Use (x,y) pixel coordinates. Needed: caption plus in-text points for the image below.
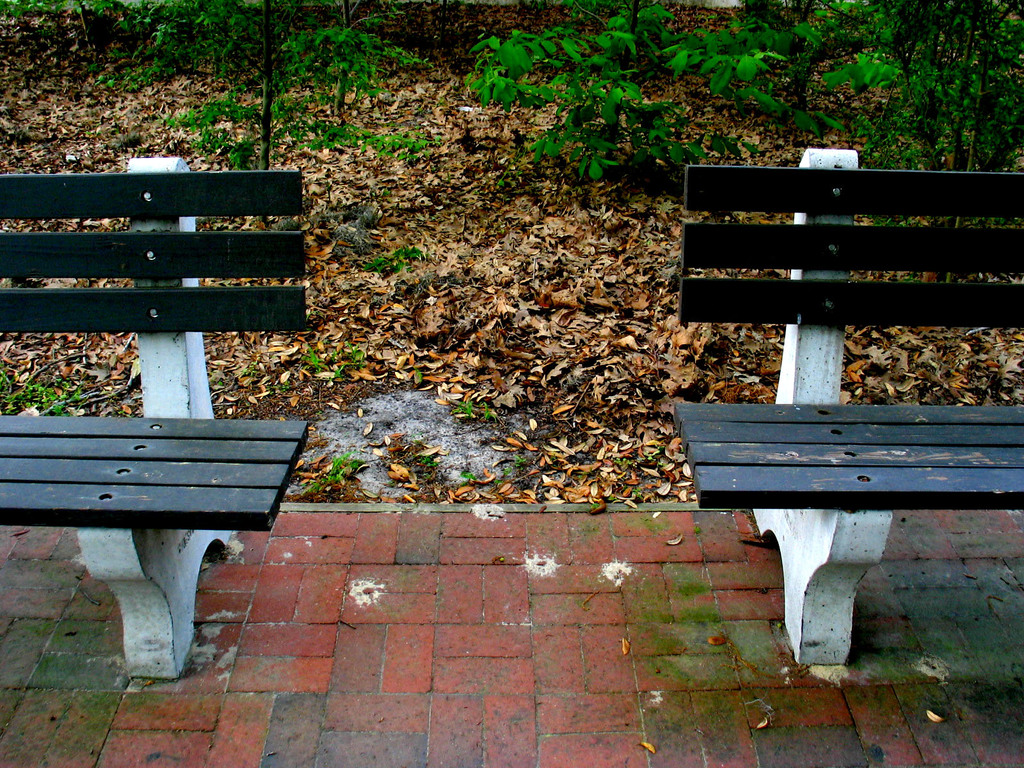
In this image we can see benches (776,416) and there are plants (970,82). We can see leaves (446,333).
